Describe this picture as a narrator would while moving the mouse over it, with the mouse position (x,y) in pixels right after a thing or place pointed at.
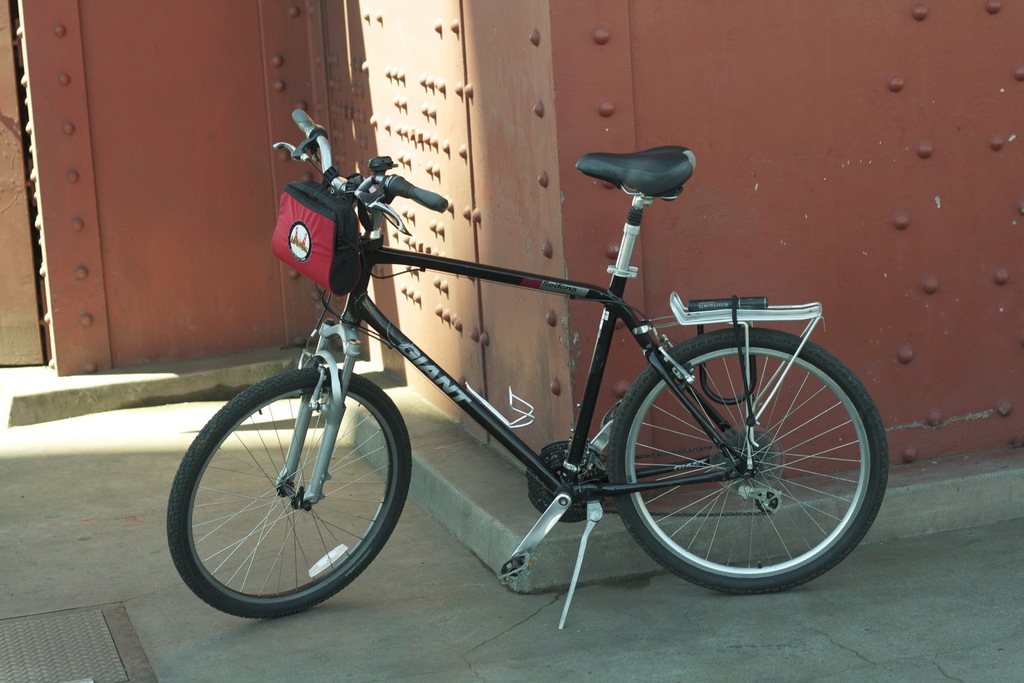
In this image we can see a bicycle (633,193) on the floor (430,650). In the background (820,155) we can see walls (225,45).
